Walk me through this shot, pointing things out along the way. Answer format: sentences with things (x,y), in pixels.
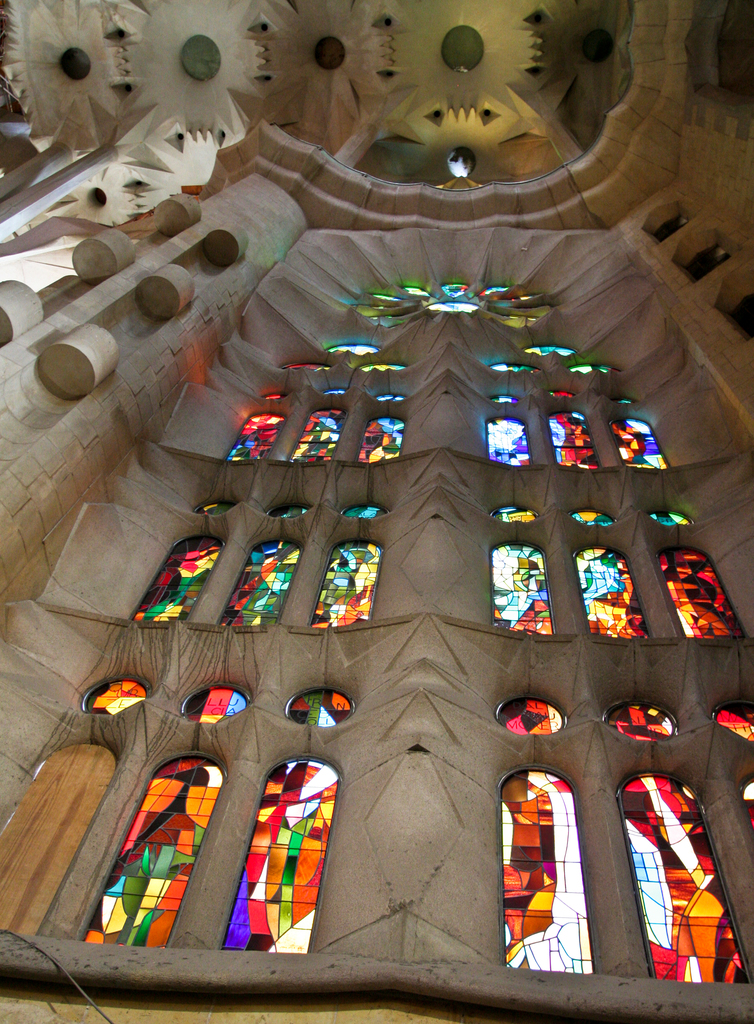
This picture consists of a design wall (609,219) and I can see windows (364,347) and top of windows (149,887) I can see colorful design (501,818) visible at the top (234,50) I can see the design roof (458,37).
